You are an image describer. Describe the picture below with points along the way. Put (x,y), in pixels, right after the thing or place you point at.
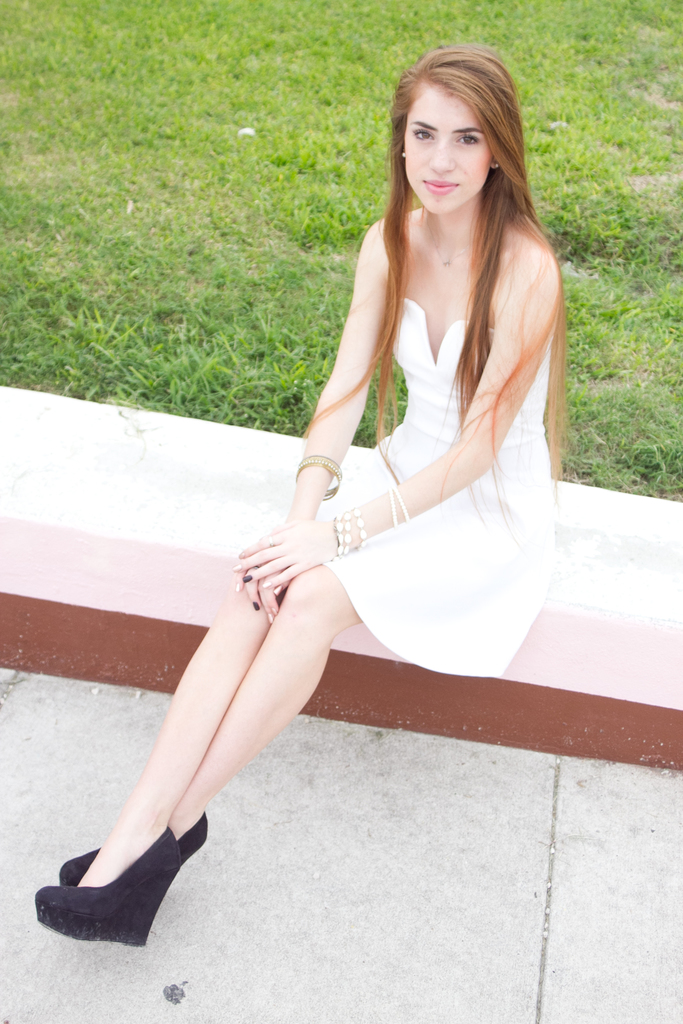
In the foreground of the picture (455,295) we can see a beautiful woman (252,625) in white dress (457,516) sitting on a bench (611,609). At the bottom (255,941) it is floor (426,939). In the background (209,145) there is grass (569,194).
